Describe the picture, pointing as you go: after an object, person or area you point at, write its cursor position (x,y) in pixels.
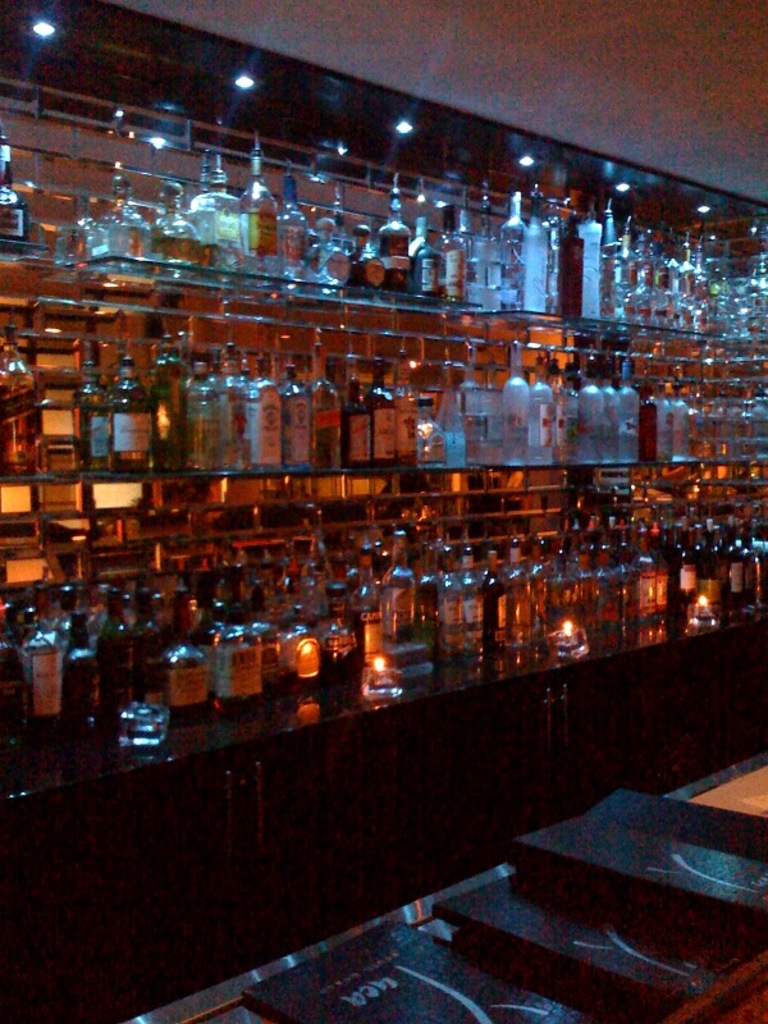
There are glass bottles (322,362) in the center of the image (404,421) and there are lamps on the roof (444,115) at the top side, It seems like books (534,933) at the bottom side (520,948).
